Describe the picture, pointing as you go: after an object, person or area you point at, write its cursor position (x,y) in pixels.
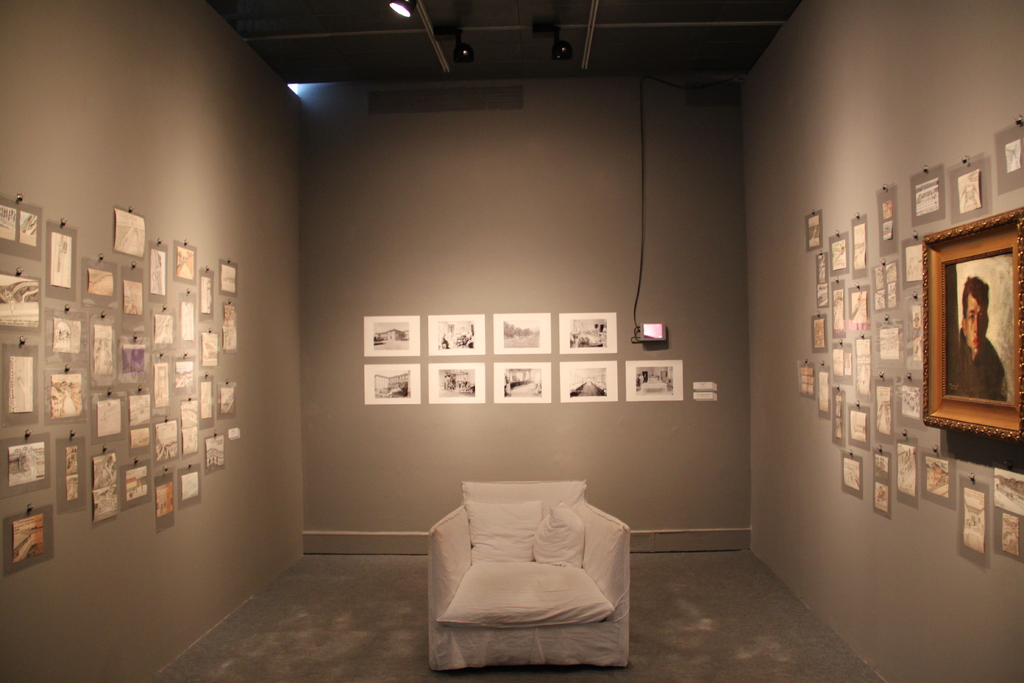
Pictures (947,299) are on the wall (736,292). On this chair (485,592) there are pillows (492,560). On top there is focusing light (399,6).
